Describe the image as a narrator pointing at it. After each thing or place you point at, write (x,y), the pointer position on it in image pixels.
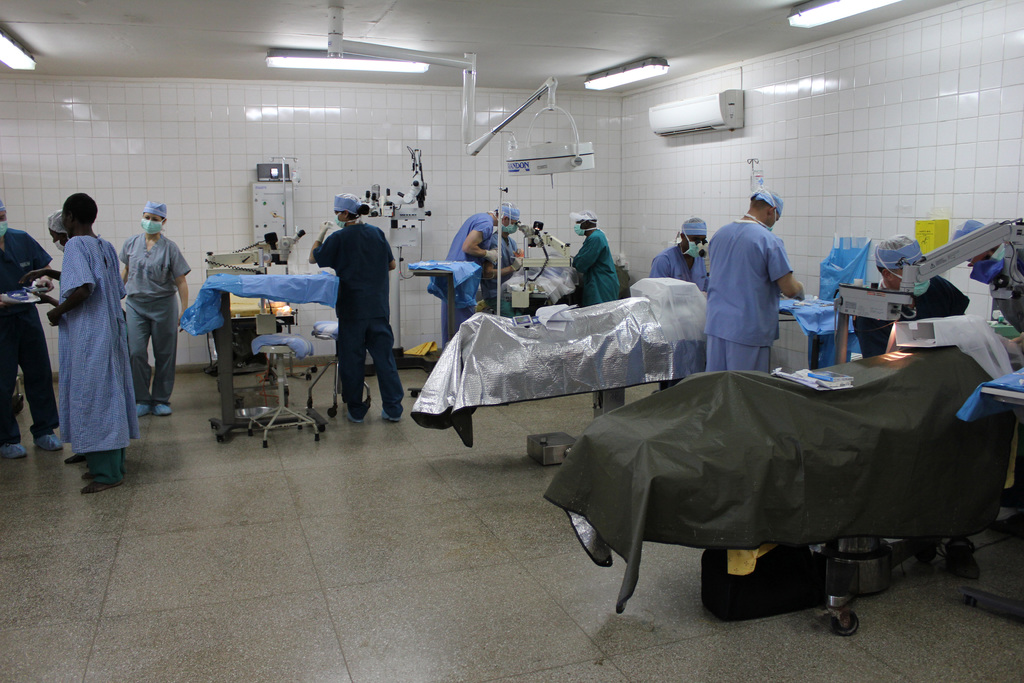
This is the picture of a room (647,221). In this image there are group of people (702,265) standing and there are beds (520,351) and stools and there are devices (568,244). At the top (606,73) there are lights (870,7) and there is an air conditioner (722,94). There are tiles (249,105) on the wall (339,93).
